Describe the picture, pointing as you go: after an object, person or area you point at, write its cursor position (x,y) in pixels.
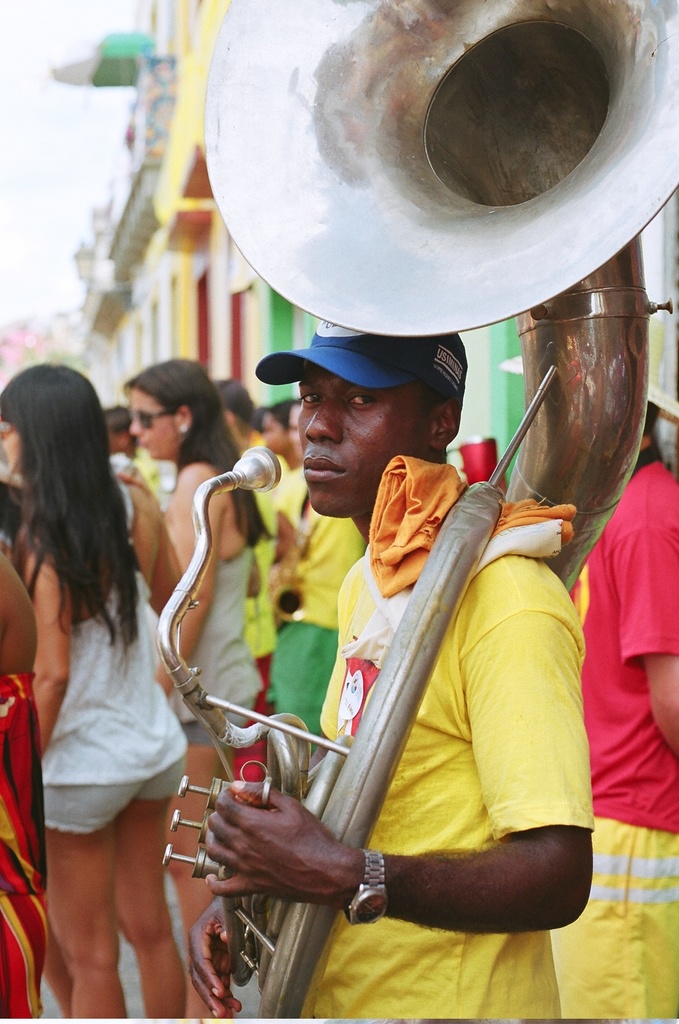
In this image, in the middle (309,441), we can see a man (367,534) wearing a yellow color shirt (421,808) and holding a musical instrument (355,774) in his hand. In the background (215,435), we can see a group of people (30,531), building (194,360). At the top (108,166), we can see a sky (42,138).
